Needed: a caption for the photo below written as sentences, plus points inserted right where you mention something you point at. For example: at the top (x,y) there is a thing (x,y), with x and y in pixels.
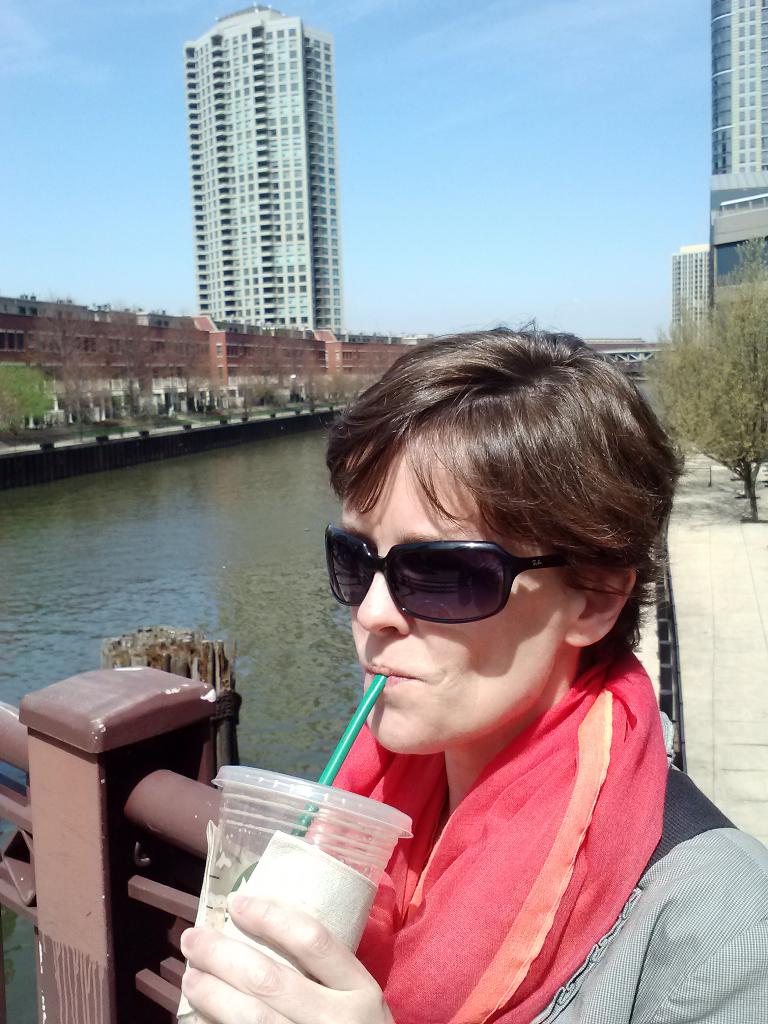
In this image, we can see a person (464,882) is holding a glass (242,877) with tissue (336,912) and drinking with straw (338,749). She wore goggles (429,582). Background (751,729) we can see walkway (744,698), rods (131,877), water (242,604), trees (766,323), buildings (361,351) and sky (631,215).
